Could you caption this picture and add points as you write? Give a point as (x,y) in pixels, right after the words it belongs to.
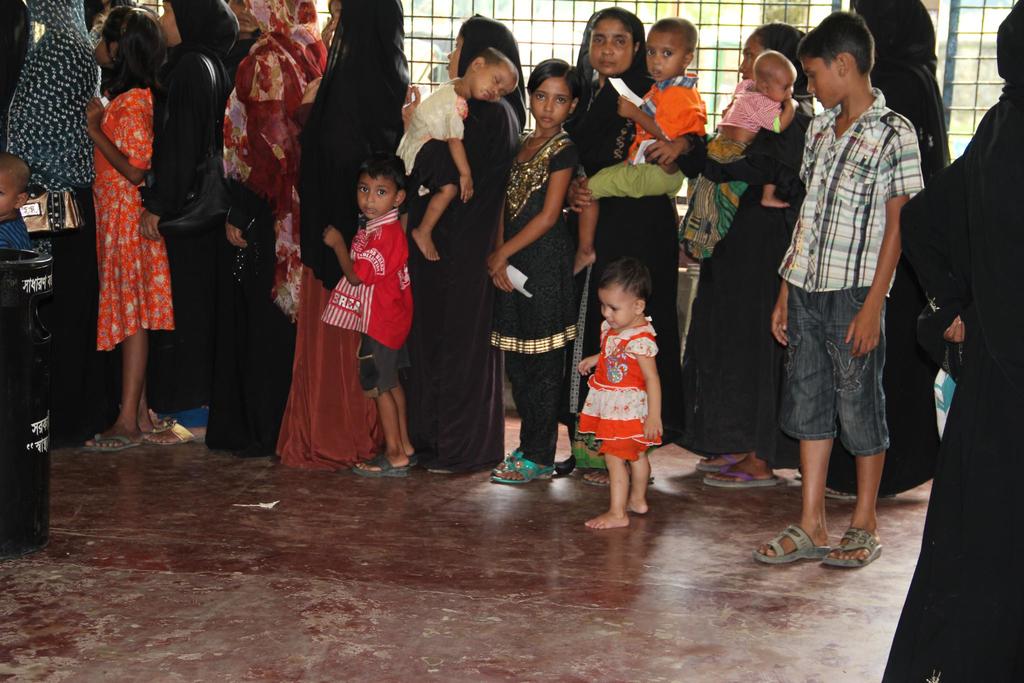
Here people (621,232) are standing in a line, this is iron fencing (740,68).
